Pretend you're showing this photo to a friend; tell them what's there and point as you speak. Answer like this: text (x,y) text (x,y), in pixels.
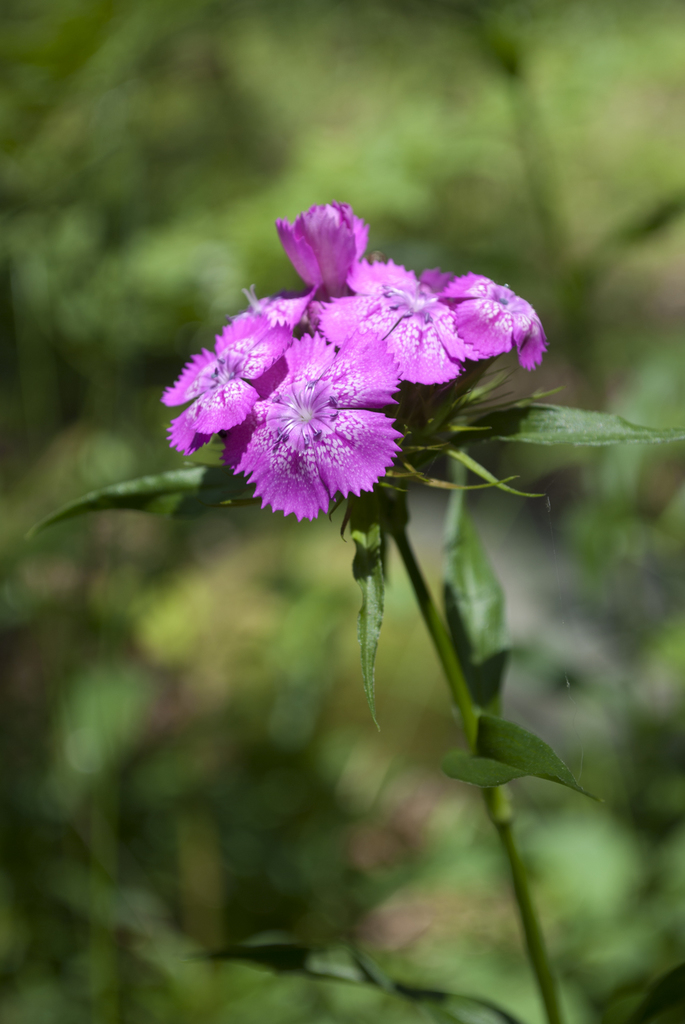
There are flowers (254,372) in the center of the image (369,434) to a plant (319,506) and there is greenery (189,235) in the background area of the image (341,631).
